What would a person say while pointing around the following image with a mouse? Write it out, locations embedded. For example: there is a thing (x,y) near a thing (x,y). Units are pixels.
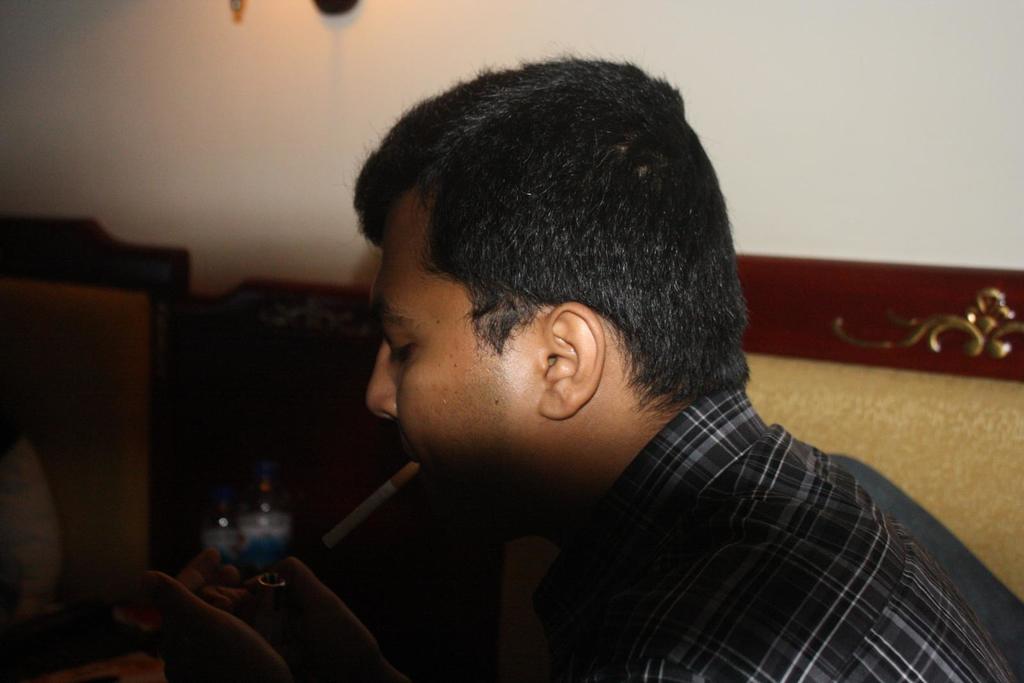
In this image I can see a man (657,633), a cigarette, a bottle (280,520) and I can see he is wearing shirt (823,538). I can also see he is holding something.
